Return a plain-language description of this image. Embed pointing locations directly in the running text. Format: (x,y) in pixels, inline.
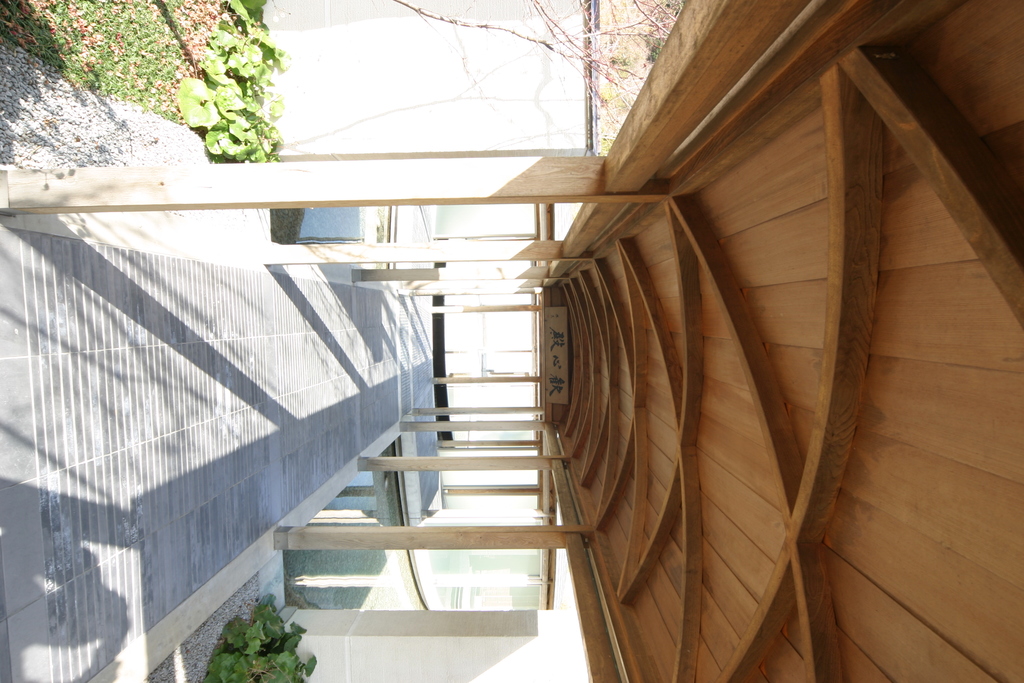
In this picture I can see a walkway (105,355), wooden roof (1018,553) with pillars (23,205), and there are plants (42,32).
